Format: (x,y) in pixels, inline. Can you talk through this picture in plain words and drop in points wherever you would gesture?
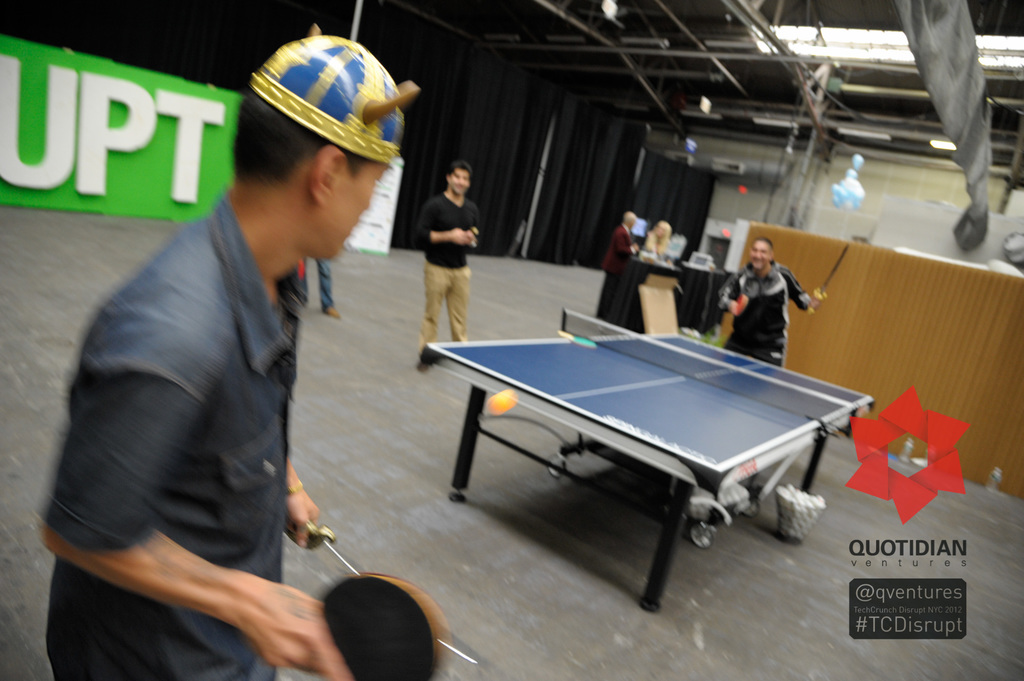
Two people (267,471) are playing the table tennis and there is a light (841,45) at the top (834,45).
